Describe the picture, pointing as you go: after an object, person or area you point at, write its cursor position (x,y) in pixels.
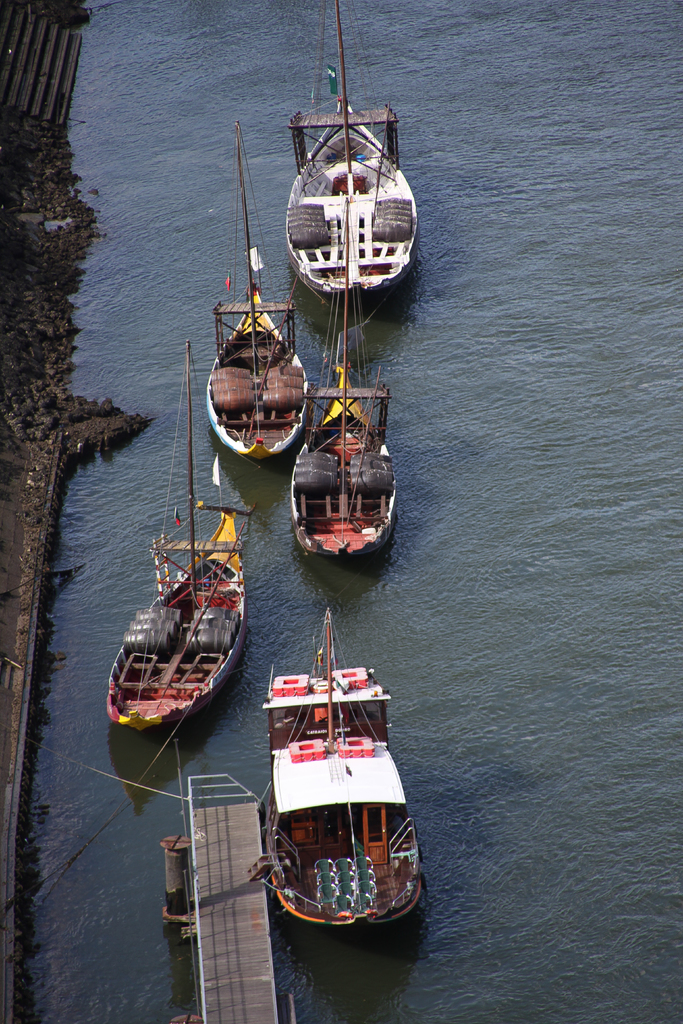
In this picture I can see many boats (358,121) on the water (583,492). At the bottom (253,844) there is a bridge (259,898) and fencing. On the left (66,375) I can see the stones (62,362) and railing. In the top left (27,60) I can see the stairs (27,70).
